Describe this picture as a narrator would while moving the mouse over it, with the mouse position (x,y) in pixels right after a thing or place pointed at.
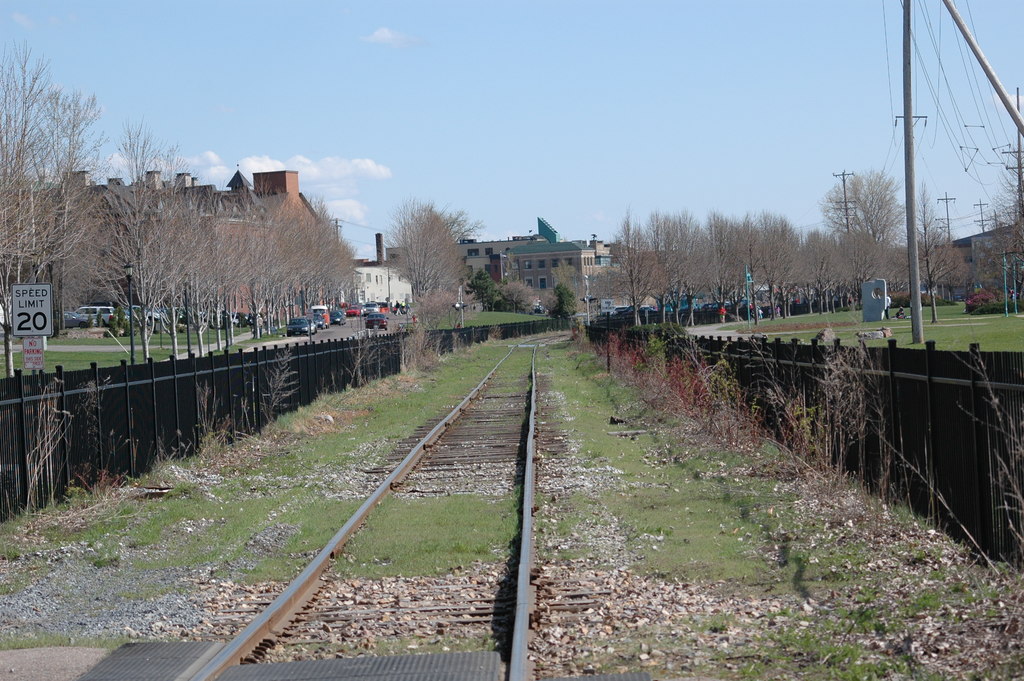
In the given image i can see a railway track (464,578), fence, trees (74,266), grass (456,367), stones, buildings (376,267), vehicles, electrical poles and in the background (777,180) i can see the sky (494,112).
